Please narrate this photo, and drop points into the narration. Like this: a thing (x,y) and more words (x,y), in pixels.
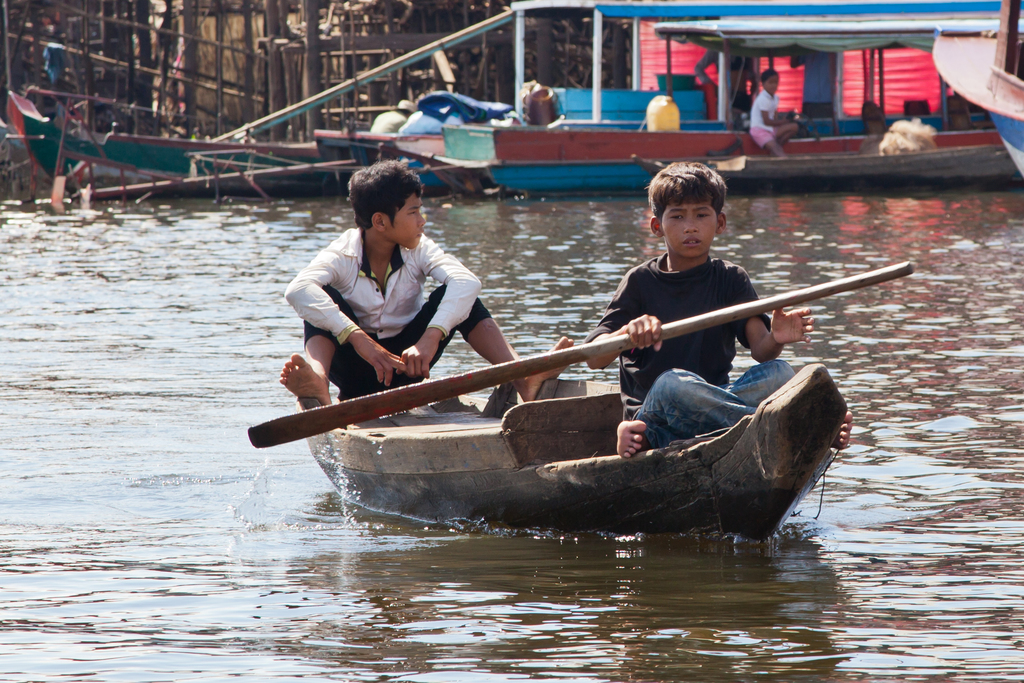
In this image in the front (719,618) there is water (606,612) and in the center (362,427) there is a boat (517,413) and on the boat (503,405) there are persons (644,377) sitting and rowing a boat (419,438). In the background (717,129) there are boats (717,129) on the water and there are objects (209,58) which looks like wood (222,73) and there are persons (777,108) on the boat (759,114) and there is an object (657,71) which is red in colour.
